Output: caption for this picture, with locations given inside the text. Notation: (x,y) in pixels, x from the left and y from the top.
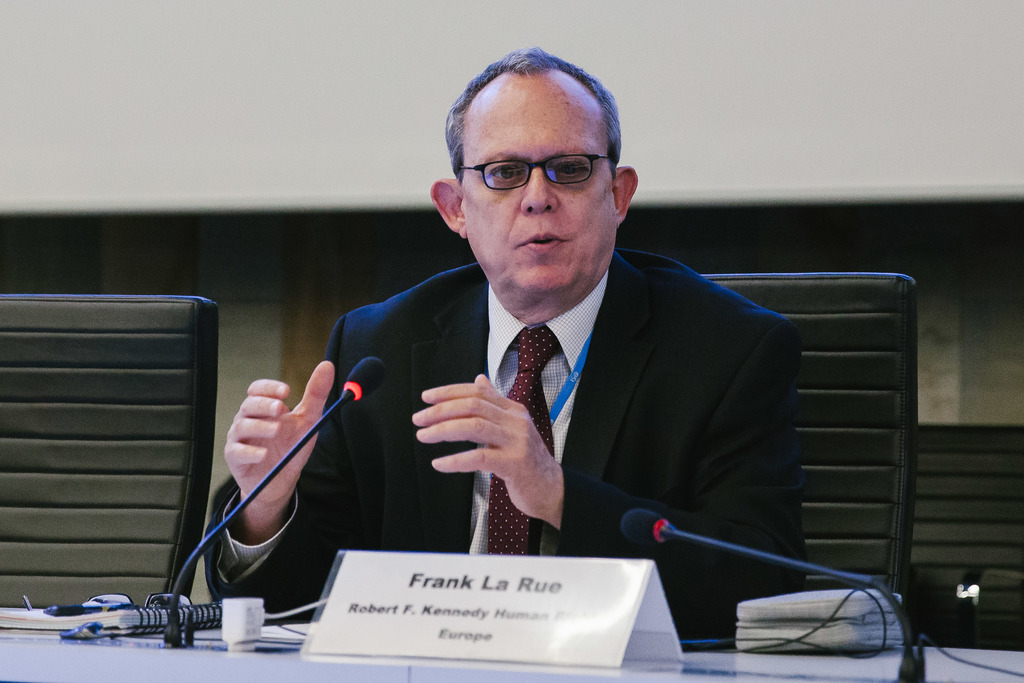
This is the man (716,428) sitting on the chair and speaking. He wore a suit (600,357), shirt (570,340), tie (534,359) and spectacles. This is the table (96,674) with the mics (171,614), name board (431,633), book (154,627), adapter (243,609) and few other things (275,625) on it. This looks like an empty chair (89,440).
